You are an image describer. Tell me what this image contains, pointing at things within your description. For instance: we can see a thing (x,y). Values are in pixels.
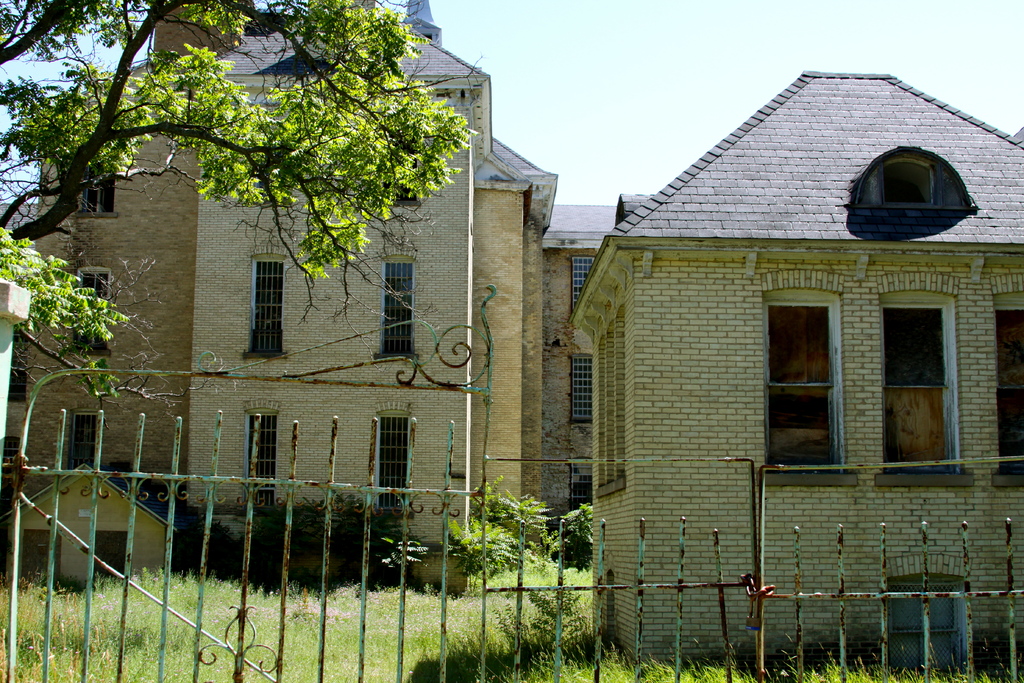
In the center of the image (602,350) we can see the sky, buildings (609,571), windows (613,578), plants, one tree (112,131) with branches (284,140) and leaves (369,176), grass (415,615) and a fence (676,621).
